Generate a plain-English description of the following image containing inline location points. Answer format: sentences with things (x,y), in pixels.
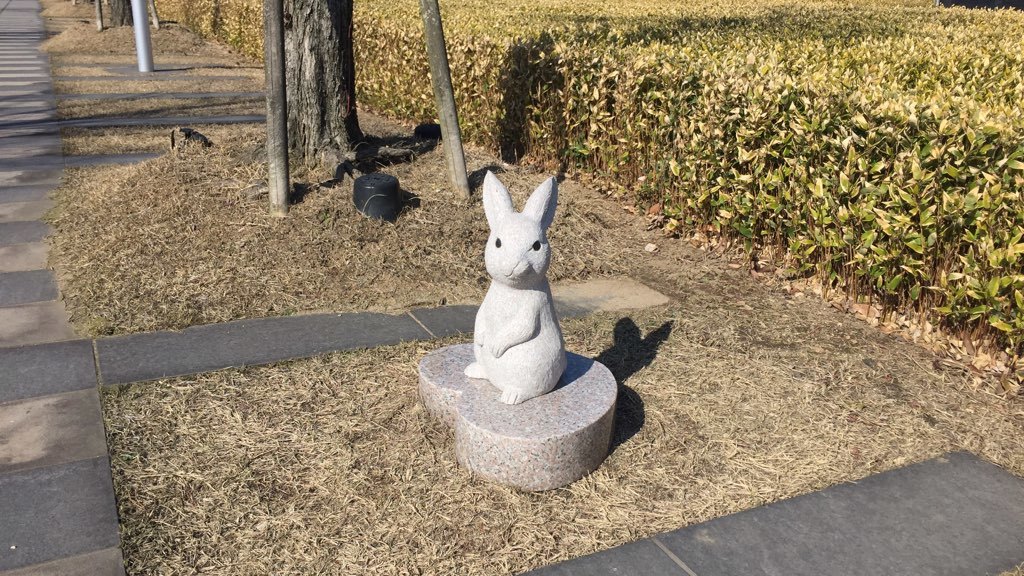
In the picture I can see the statue (544,215) of a rabbit (505,239) in the middle of the image (564,342). There is a trunk (294,64) of a tree (339,62) on the top left side (332,95). I can see the hedge (747,121) on the right side (797,76).
